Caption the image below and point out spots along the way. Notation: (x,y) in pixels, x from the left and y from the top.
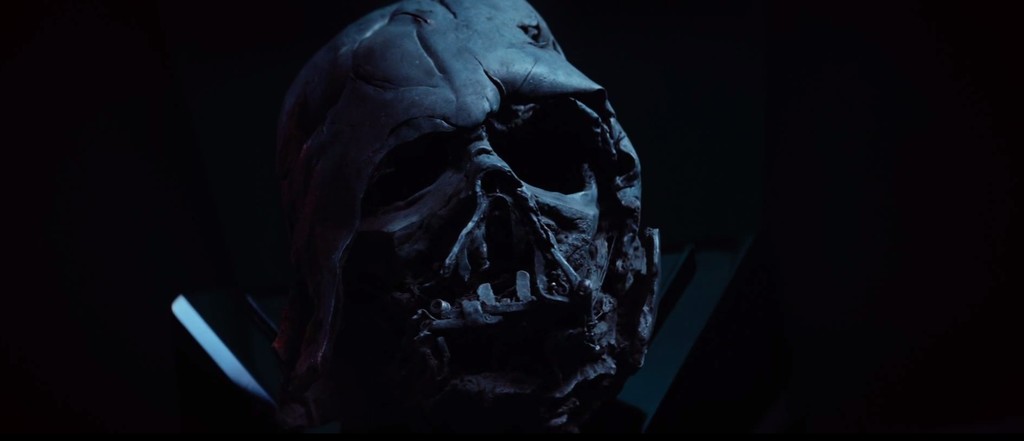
In this image there is a skull (352,117), and there is dark background (147,173).
